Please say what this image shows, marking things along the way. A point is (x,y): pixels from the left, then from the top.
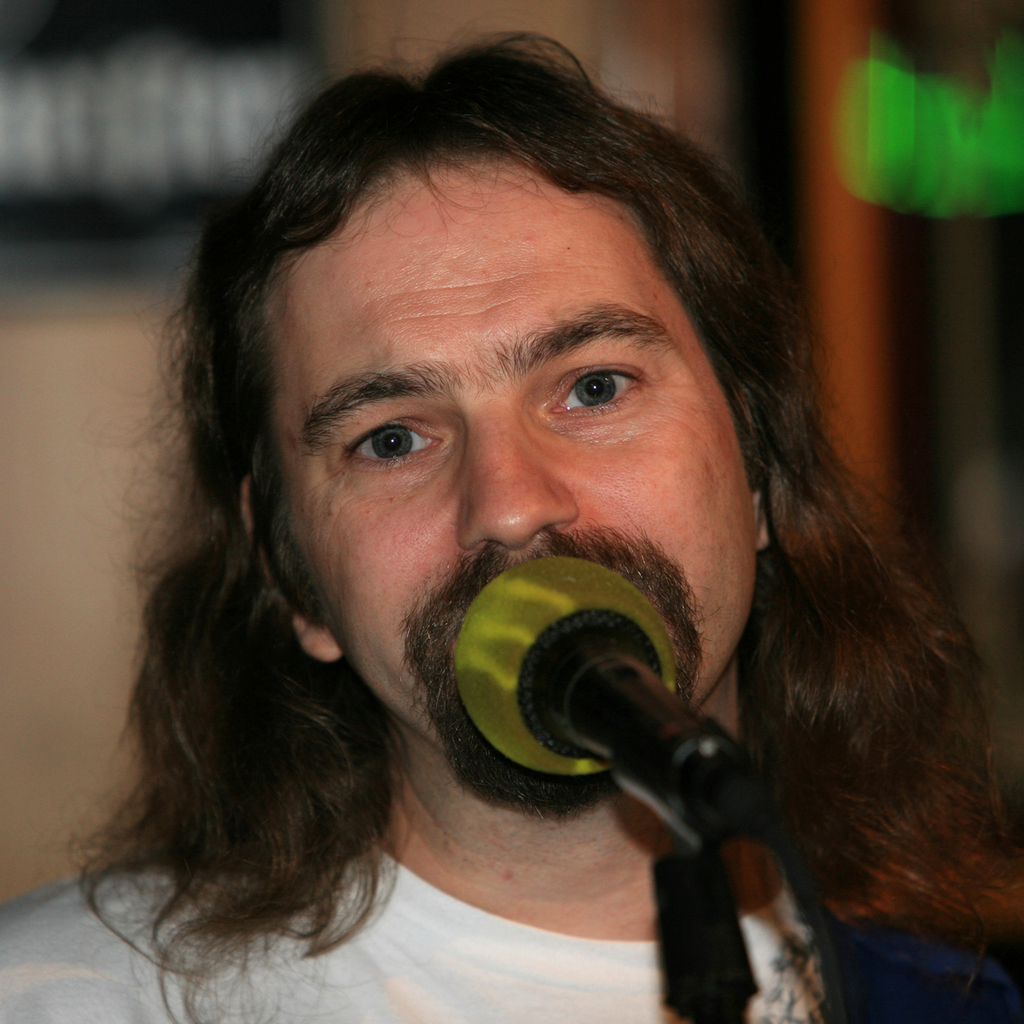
In this image we can see a man (429,743), before him there is a mic (591,712) placed on the stand (672,941). In the background (470,35) there is a wall (78,499).
